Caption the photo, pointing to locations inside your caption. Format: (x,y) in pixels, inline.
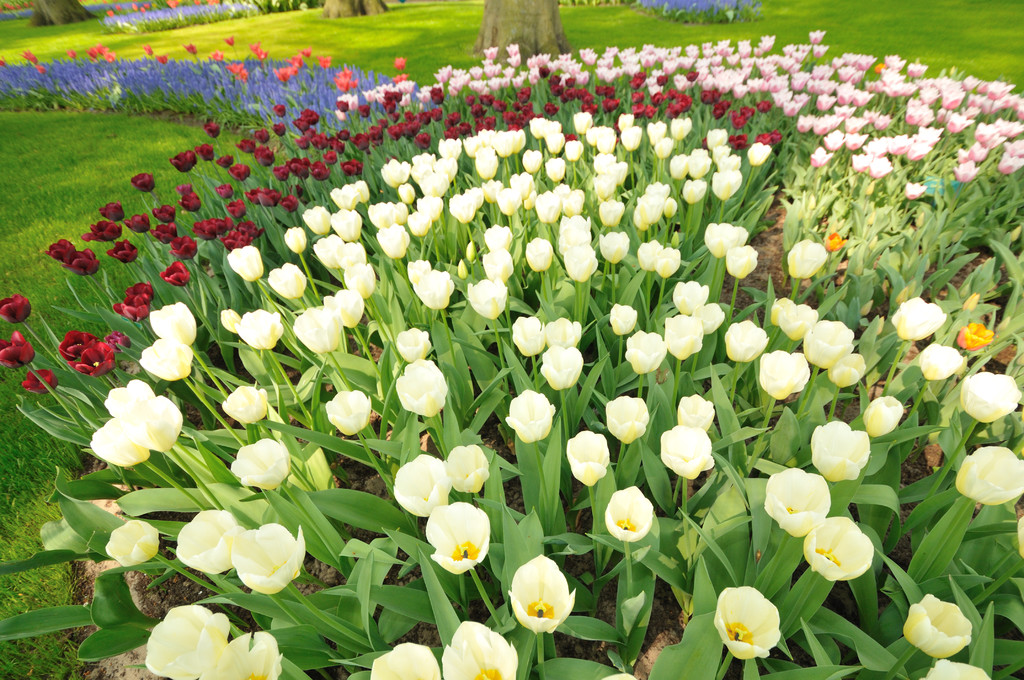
In the center of the image (485,343) we can see plants (505,226) and flowers (296,272). At the top of the image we can see trees (495,5). In the background of the image (36,131) we can see the grass (35,113).
